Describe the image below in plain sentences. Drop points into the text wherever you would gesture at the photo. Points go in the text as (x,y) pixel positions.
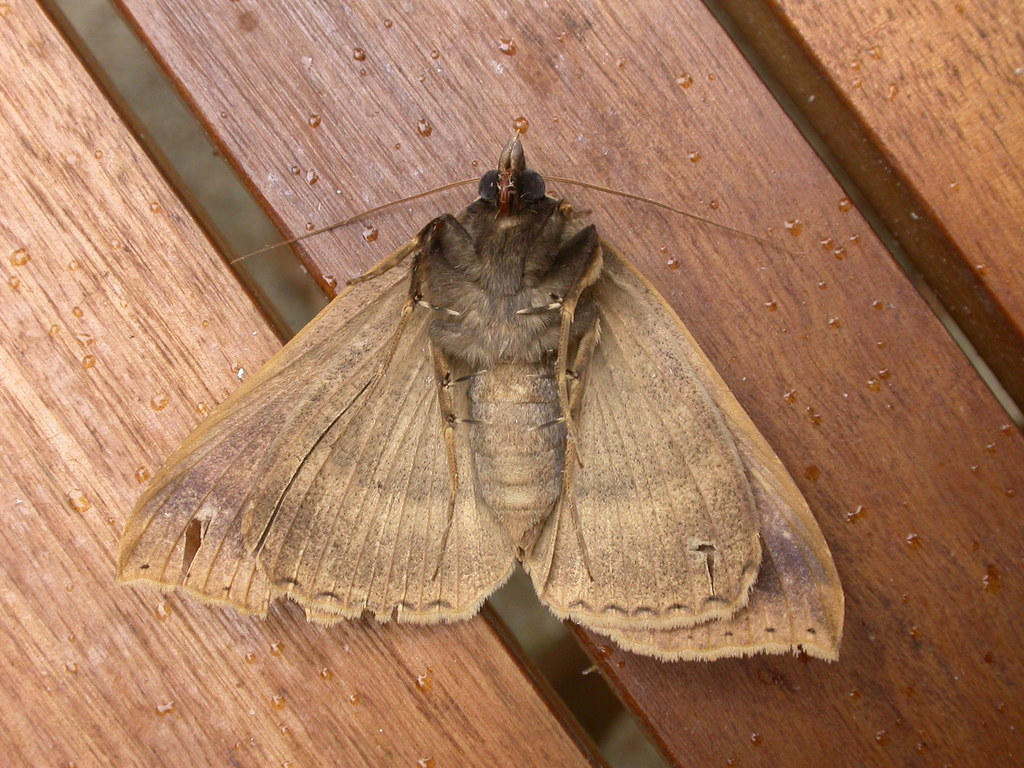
In this image, this looks like a moth (494,490) on the wooden board (637,224). I can see the water drops (14,259).
